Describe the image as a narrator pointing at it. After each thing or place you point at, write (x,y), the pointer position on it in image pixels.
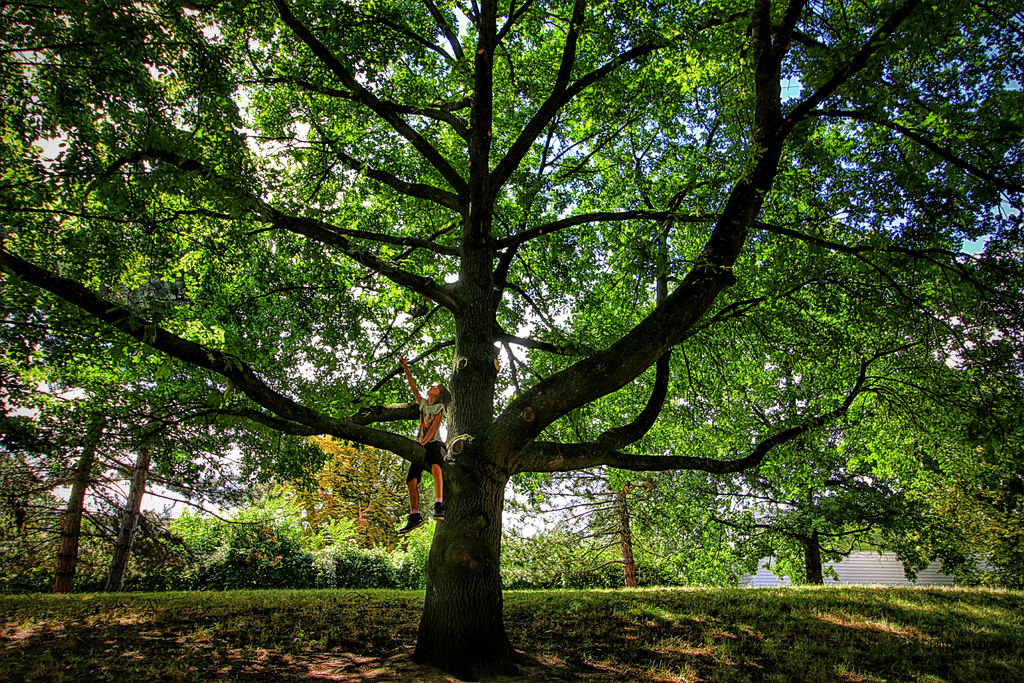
In this image there is grass (799,584), plants (1018,539), trees (387,413), a person (438,446) sitting on the branch (322,421) of the tree (324,225), and in the background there is sky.
